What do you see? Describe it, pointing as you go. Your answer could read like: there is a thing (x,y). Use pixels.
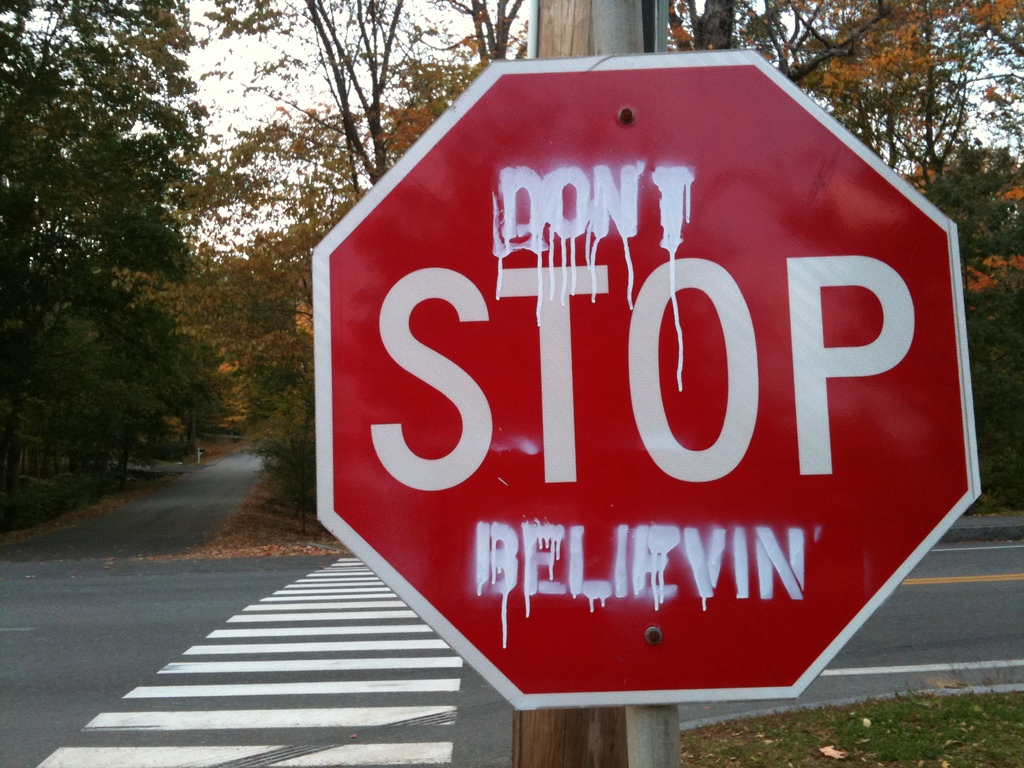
This image consists of a stop board (721,494). At the bottom (211,740), we can see the zebra crossing (305,680) on the road (207,606). In the background (65,187), there are trees (1021,442). At the top (234,98), there is sky (259,83).
